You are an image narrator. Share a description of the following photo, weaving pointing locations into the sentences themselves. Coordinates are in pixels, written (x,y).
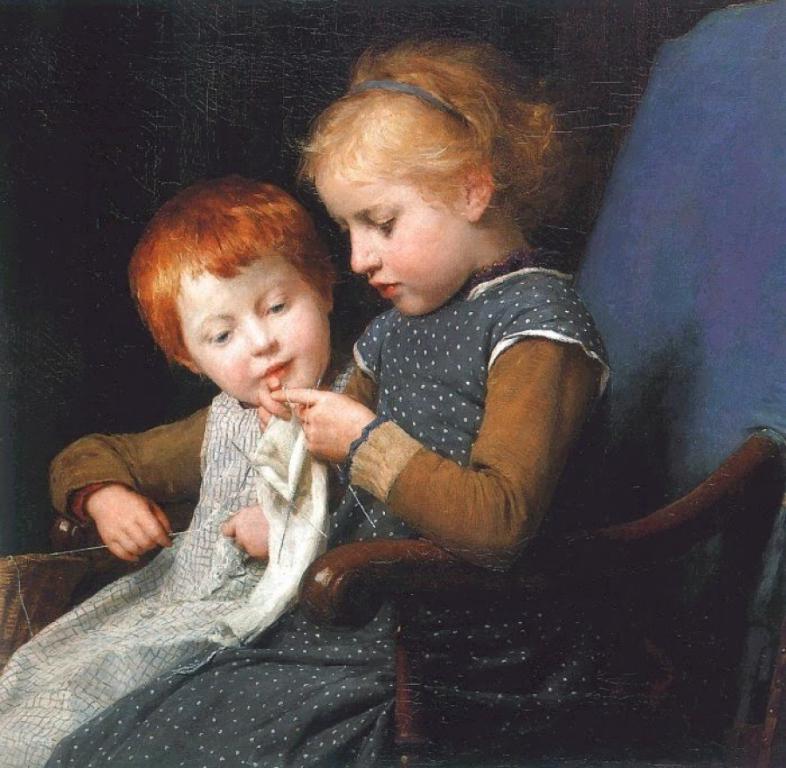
In this image we can see that two kids (367,466) are sitting in a chair (323,580). In the background of the image (74,173) there is a dark background (68,131).
